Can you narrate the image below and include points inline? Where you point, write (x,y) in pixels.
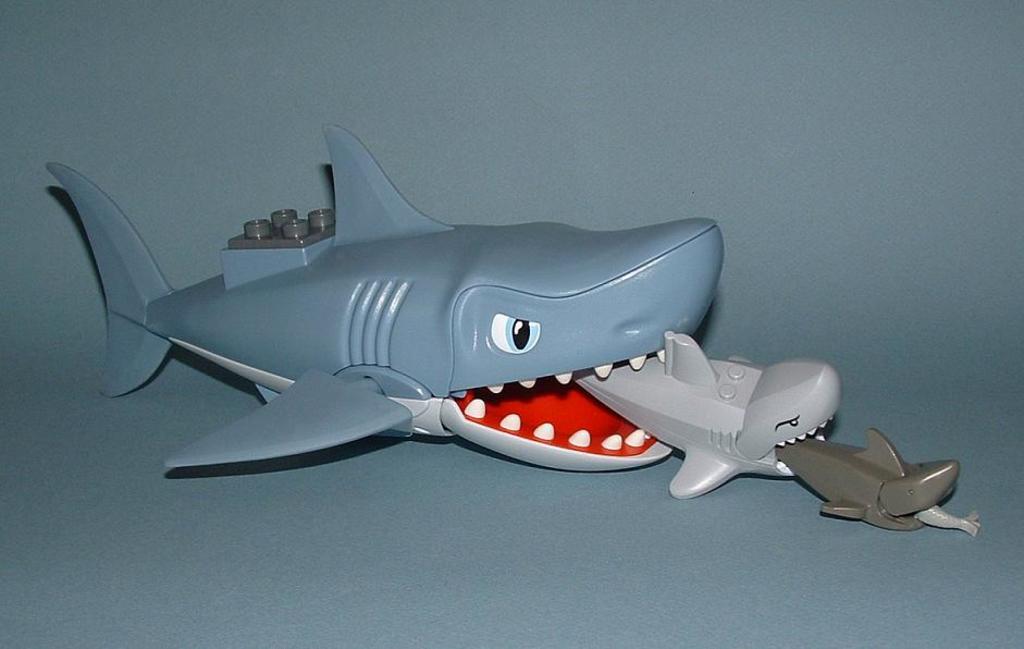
In the image there are toys (354,426) of sharks (517,388).
